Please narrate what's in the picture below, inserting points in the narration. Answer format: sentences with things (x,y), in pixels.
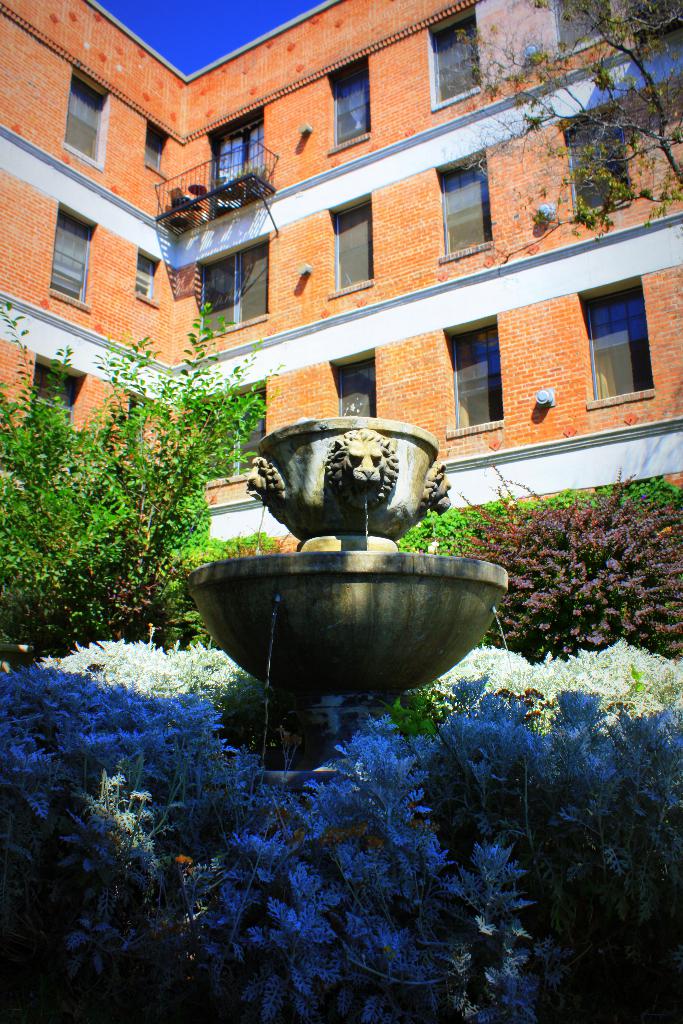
In this image there is a building (308,329) in front of that there are so many plants (318,782) and also there is a fountain (236,648).
